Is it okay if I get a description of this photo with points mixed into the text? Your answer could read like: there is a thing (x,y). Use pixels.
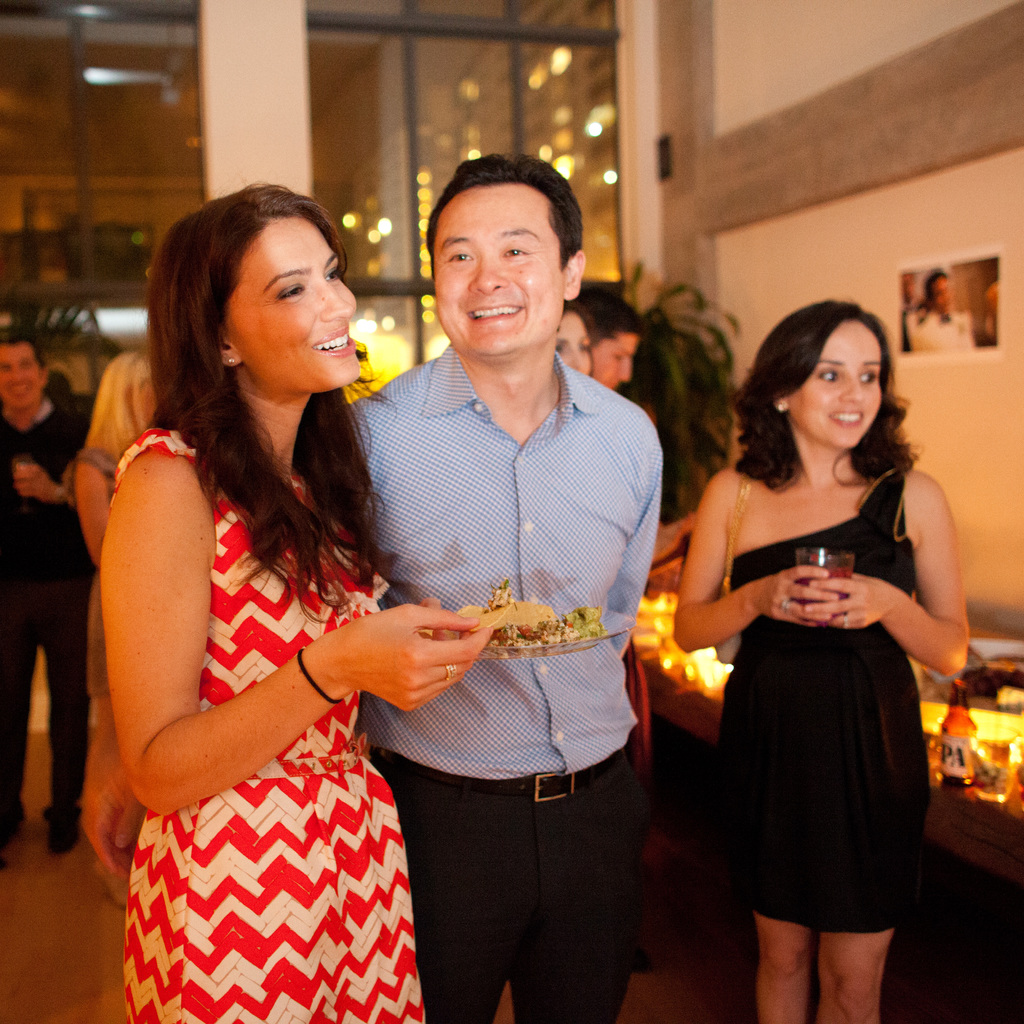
3 people (853,628) are standing in a room (308,600). The person (255,641) at the left (334,663) is holding a plate (529,643) of food (561,631). The person (825,490) at the right (800,483) is wearing a black dress (799,698) and holding a glass (811,551) of drink (829,593) in her hand (827,610). Behind them there are other people (88,433) standing. At the right (970,791) there is a table (945,826) on which there is a glass bottle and other items (1015,747).
